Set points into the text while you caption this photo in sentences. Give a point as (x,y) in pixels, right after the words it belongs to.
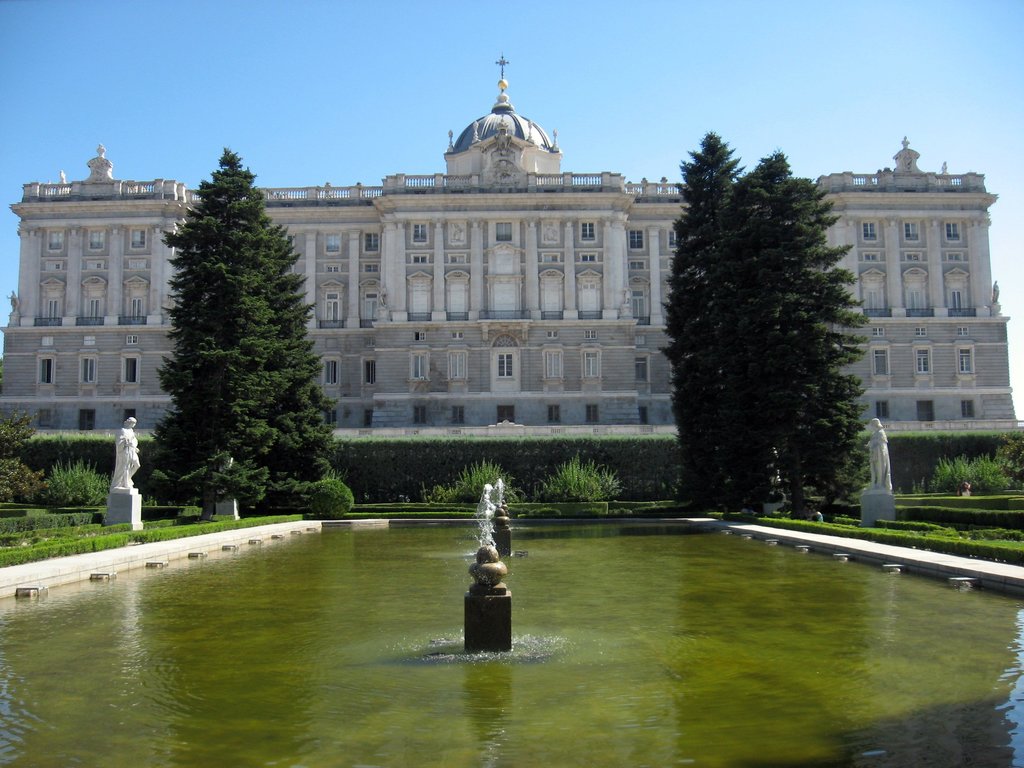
In the image we can see the building (565,305) and trees (683,313). Here we can see water fountains (493,517) and sculptures (130,440). Here we can see grass (54,534), plant (81,454) and the sky (147,86).
